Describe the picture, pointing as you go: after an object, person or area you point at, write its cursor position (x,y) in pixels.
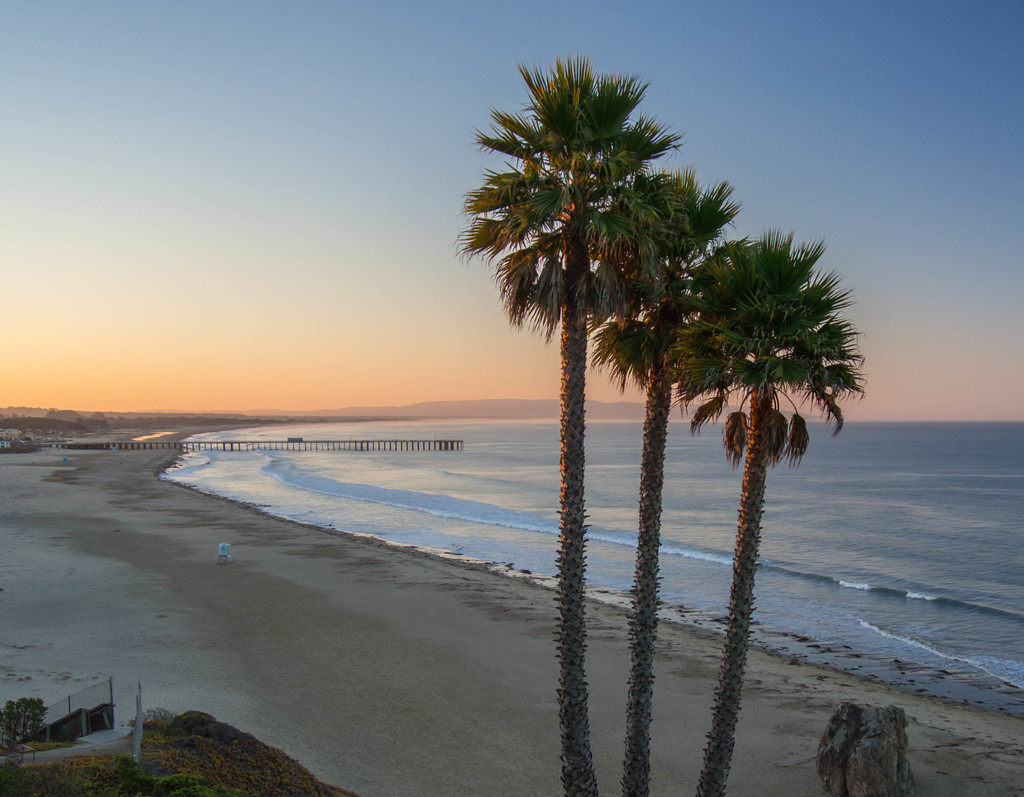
There are three trees (576,653) and a beach area (443,621) at the bottom of this image (464,670). There is a sea (458,480) in the middle of this image (420,463), and there is a sky (329,124) at the top of this image (325,177).
